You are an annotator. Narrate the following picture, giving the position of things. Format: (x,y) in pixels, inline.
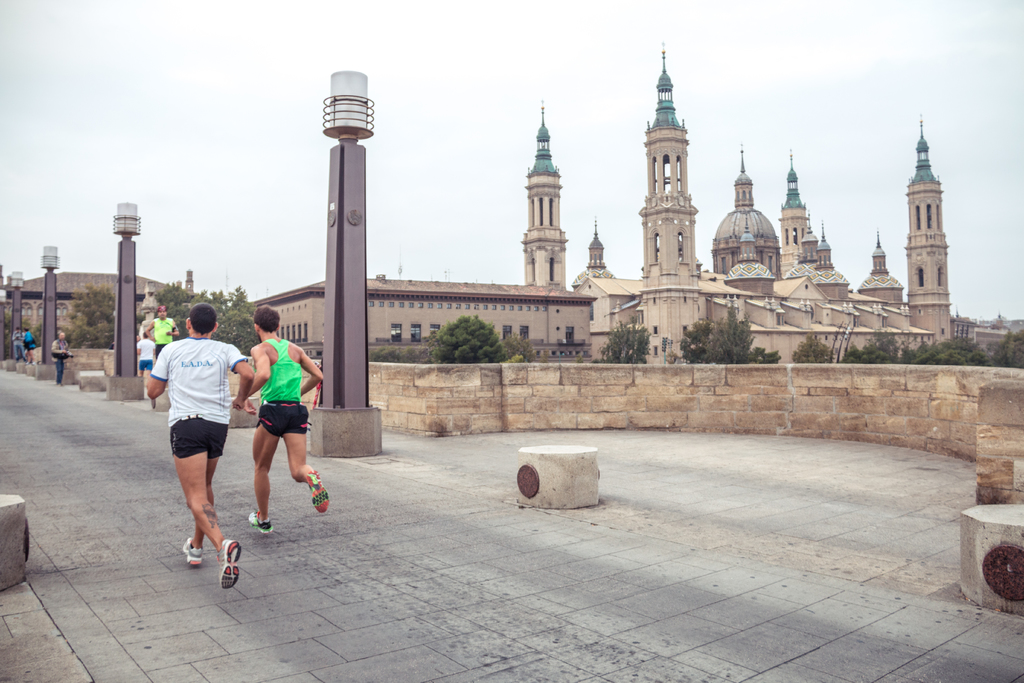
In this image we can see two men (192,429) running on the road (328,582), trees (186,328), persons (61,347) standing on the road (339,602), street poles (340,147), street lights (353,114), wall (424,404), building (502,300) and sky (744,46).
